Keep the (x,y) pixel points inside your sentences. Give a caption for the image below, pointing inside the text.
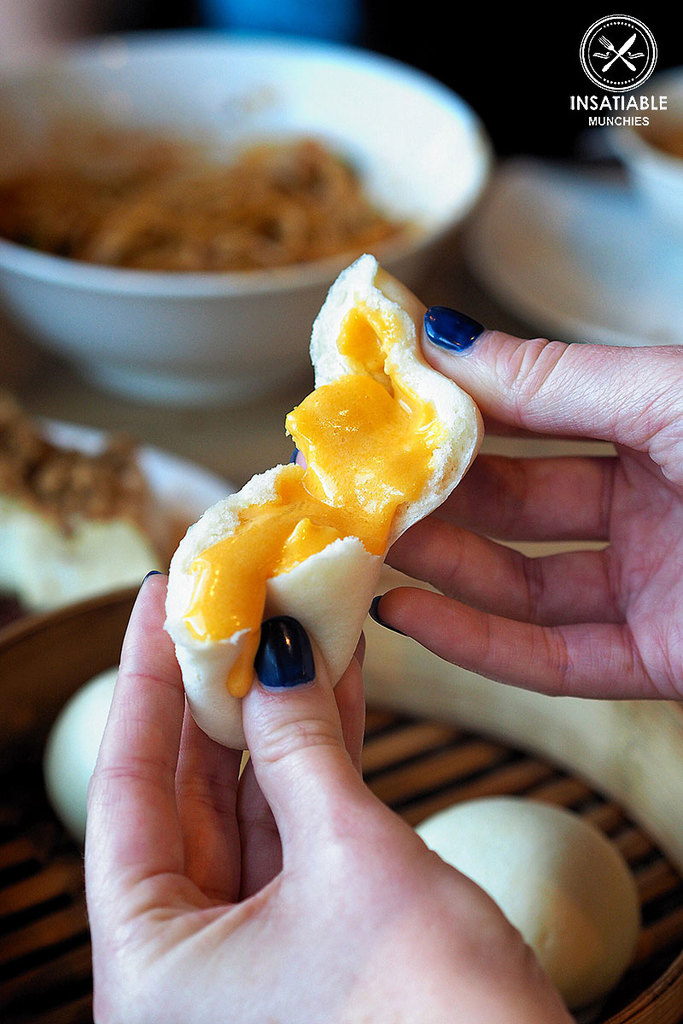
In this image in the front (395,617) there is food (318,559) which is in the hand (388,624) of the person (390,623) and in the background (190,243) there are foods (159,264).
